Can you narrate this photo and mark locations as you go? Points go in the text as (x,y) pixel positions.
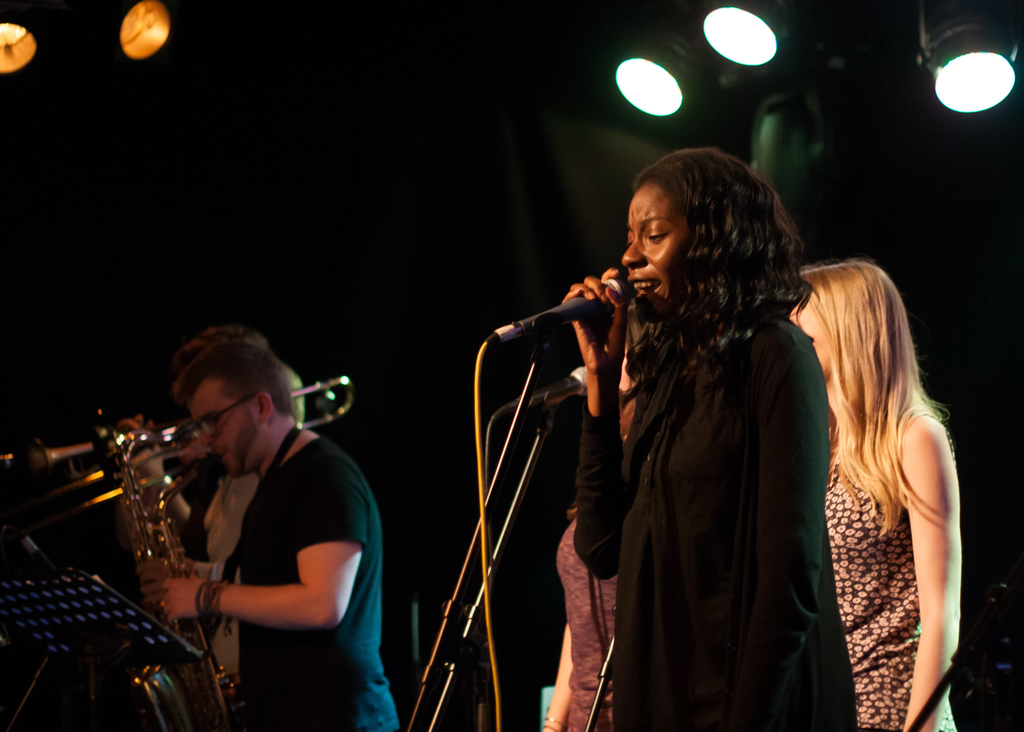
Background (940,228) portion of the picture is dark. At the top (739,40) we can see lights (658,72). Here we can see people (723,519) standing. These are mike's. Here we can see they are holding musical instruments (152,546).
